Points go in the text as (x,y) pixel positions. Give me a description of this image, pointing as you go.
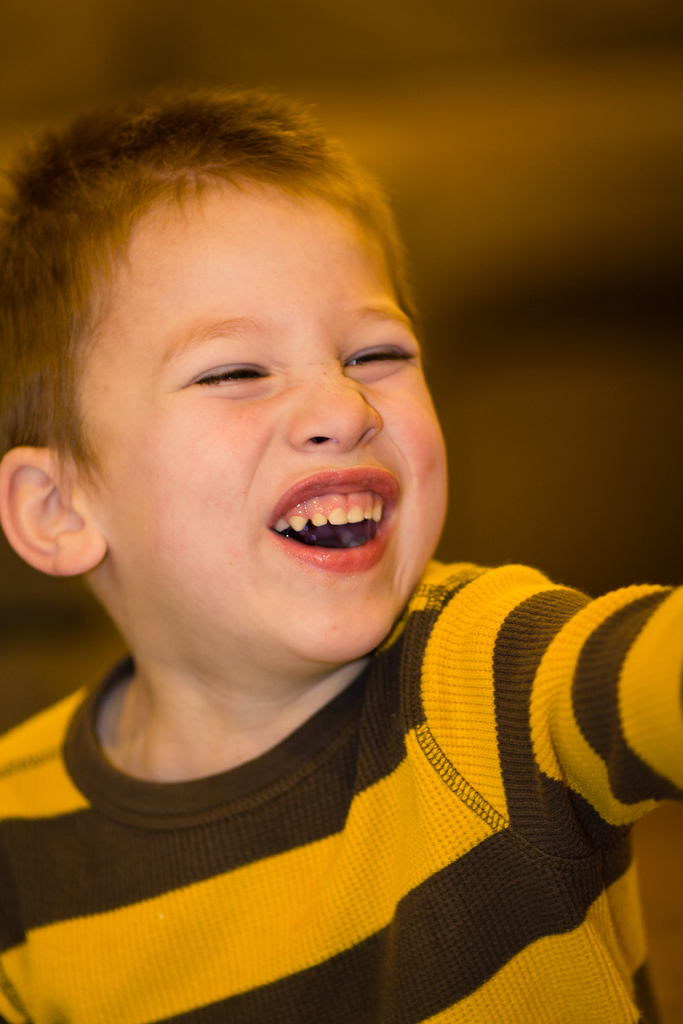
In the middle of this image (363,467), there is a boy (438,900) in yellow and brown color combination T-Shirt (438,899), smiling. And the background (139,48) is blurred.
